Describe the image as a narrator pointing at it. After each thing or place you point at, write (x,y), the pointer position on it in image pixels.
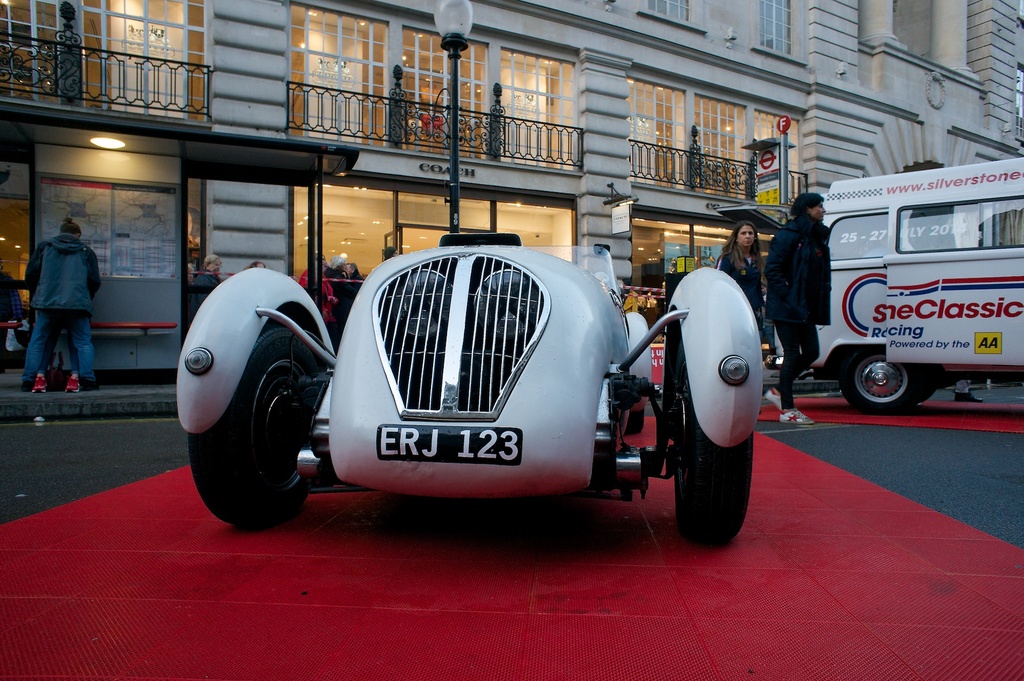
This is an outside view. At the bottom (585,620) there are red color carpets (768,580). Here I can see two vehicles (709,380) and few people (799,269) are walking on the ground (802,428). On the left side (57,308) there is a man (49,310) standing on the footpath (57,395) facing towards the back side (69,256). In the background (998,112) there is a building (461,92) along with the glass windows (531,66) and a railing (399,140). Behind this car (466,317) there is a light pole (455,188). Inside the building (269,262), I can see few people (336,278) are standing and there are many lights (350,223) attached to the ceiling (351,219).
